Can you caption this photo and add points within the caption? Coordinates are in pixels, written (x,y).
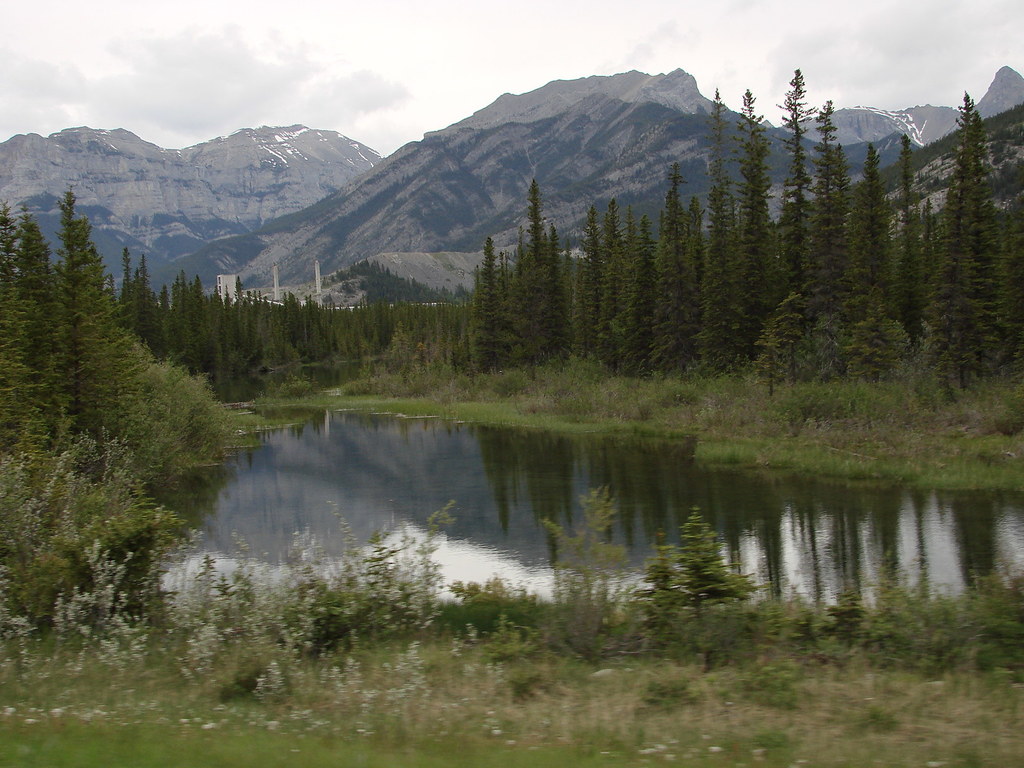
In this picture I can observe a small pond (448,525). There are some plants (144,386) and trees (109,416) in the middle of the picture (436,362). In the background (410,157) there are mountains (347,156) and clouds (319,66) in the sky (300,73).
